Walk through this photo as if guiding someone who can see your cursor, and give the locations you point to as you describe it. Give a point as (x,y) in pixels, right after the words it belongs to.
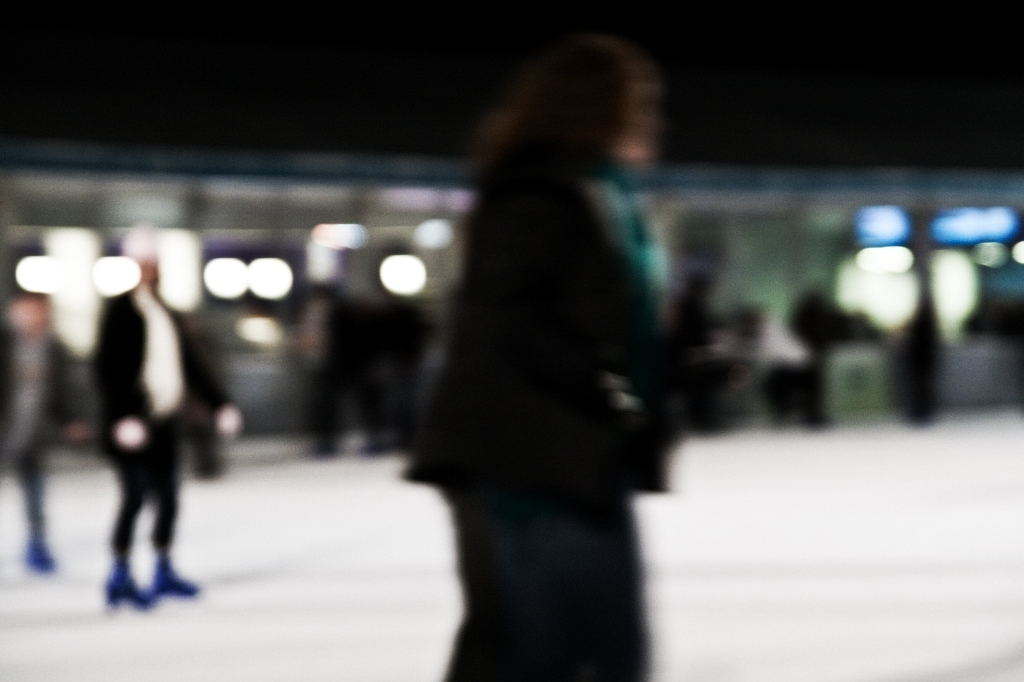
In this image I can see people (519,595) standing, there are lights (264,286) at the back (257,310). This is a blurred image.
